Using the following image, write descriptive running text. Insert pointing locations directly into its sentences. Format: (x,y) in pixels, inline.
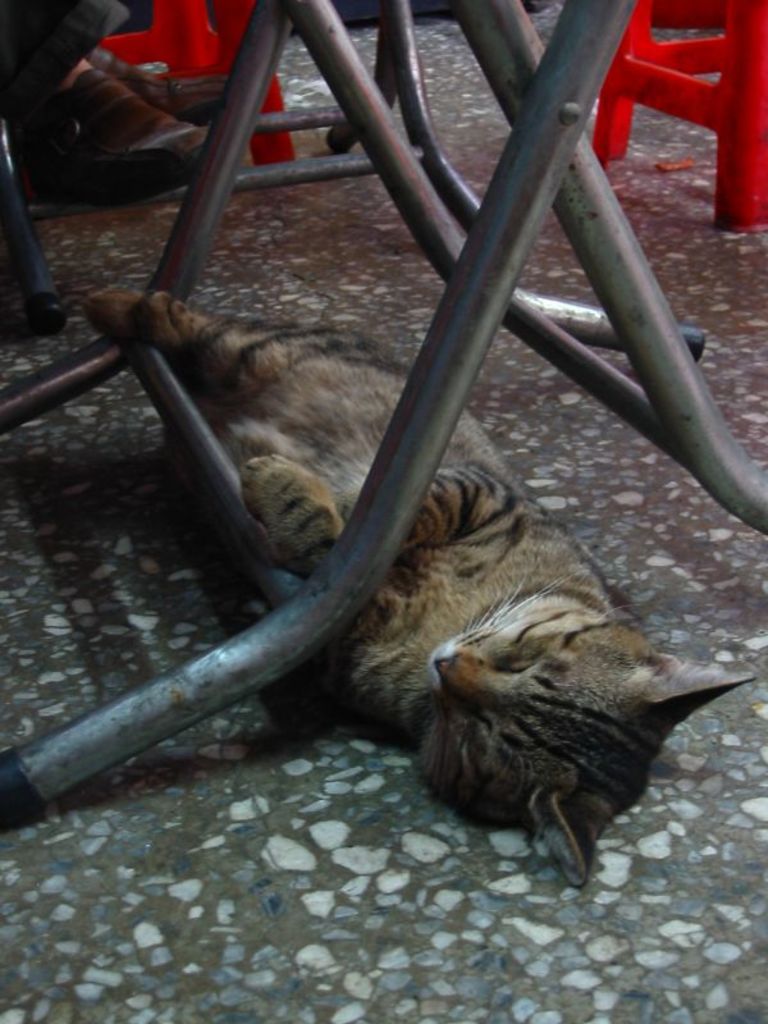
In this image we can see a cat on the floor (145,945). There are table rods (199,199). There are red color tables (662,59). There are legs (109,6) of a person (95,119).
